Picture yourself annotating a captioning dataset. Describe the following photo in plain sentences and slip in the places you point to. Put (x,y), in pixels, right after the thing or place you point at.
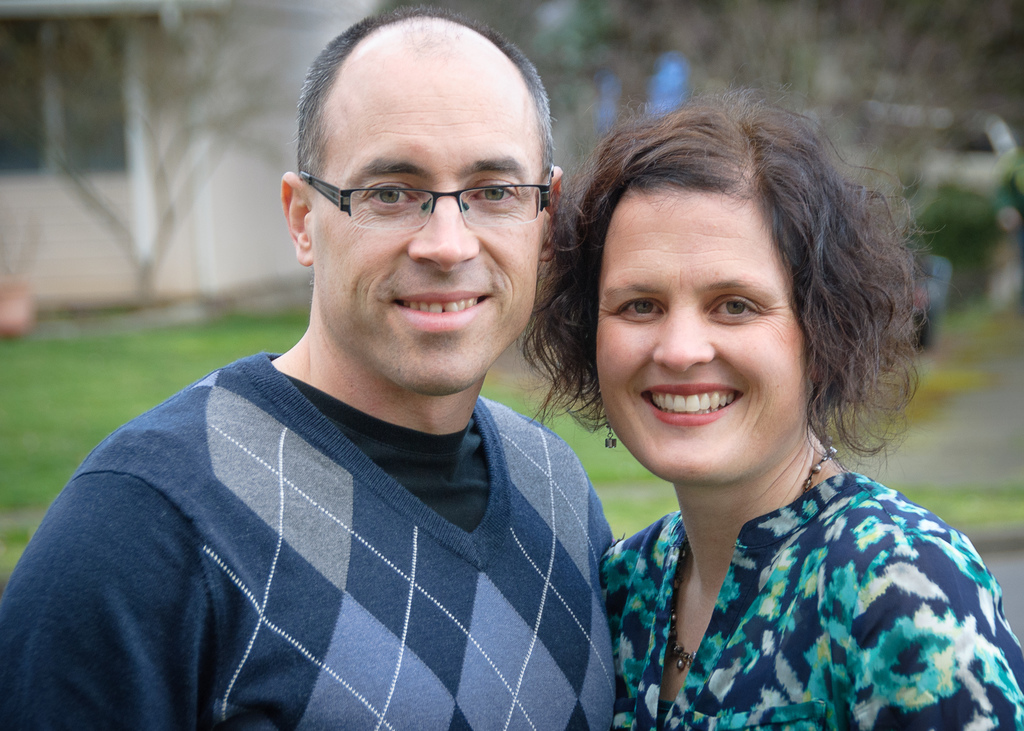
In this picture there is a woman (789,391) who is standing near to this man (430,358). Both of them are smiling. On the background (936,214) we can see cars (966,161), trees (655,5) and building (222,128). On the left (104,413) we can see grass (102,354).
